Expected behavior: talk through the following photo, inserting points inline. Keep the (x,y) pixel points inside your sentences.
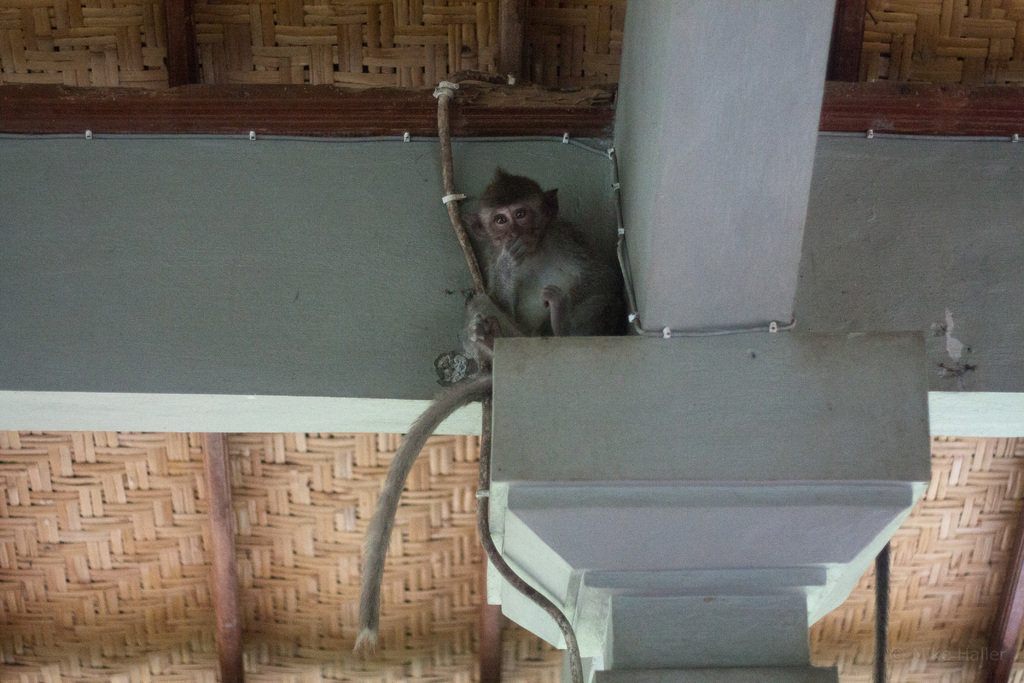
In this image we can see a monkey (494,238) on a pillar (706,459), also we can see some wooden sticks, and a roof (144,604).
